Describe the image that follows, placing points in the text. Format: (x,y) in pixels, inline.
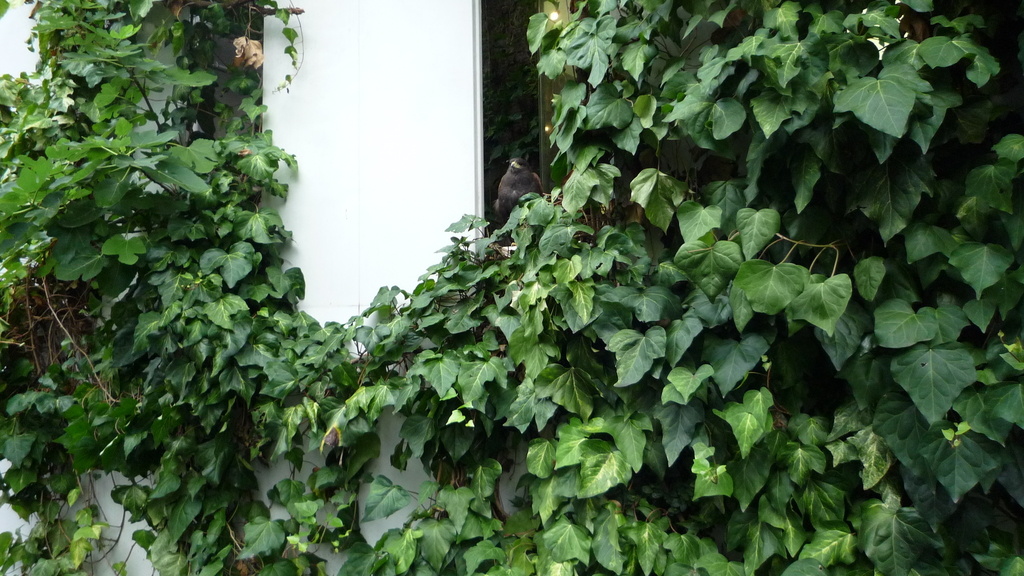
In this picture we can observe plants (139,259) which are in green color. We can observe a brown color bird (505,184). In the background (375,151) there is a white color wall (375,163).
